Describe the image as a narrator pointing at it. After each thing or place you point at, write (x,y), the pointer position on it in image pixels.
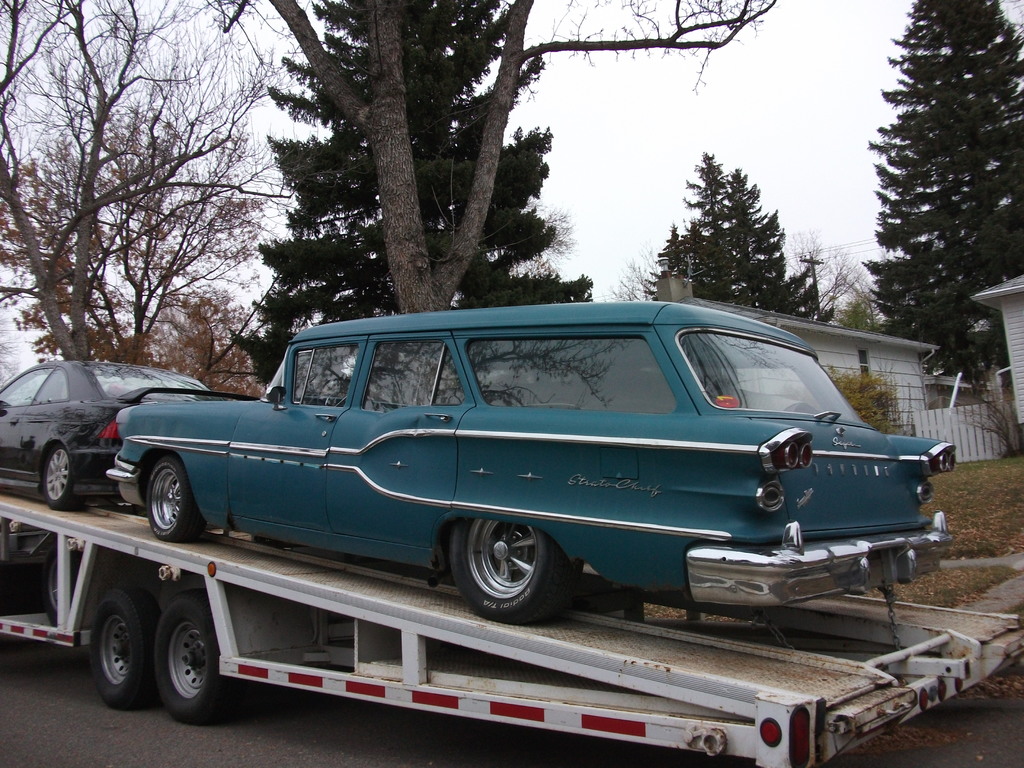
In this image in the center (361,457) there is truck (360,643) and on the truck (135,599) there are cars (370,493). In the background (330,220) there are trees (547,267) and there is a house (899,356).
